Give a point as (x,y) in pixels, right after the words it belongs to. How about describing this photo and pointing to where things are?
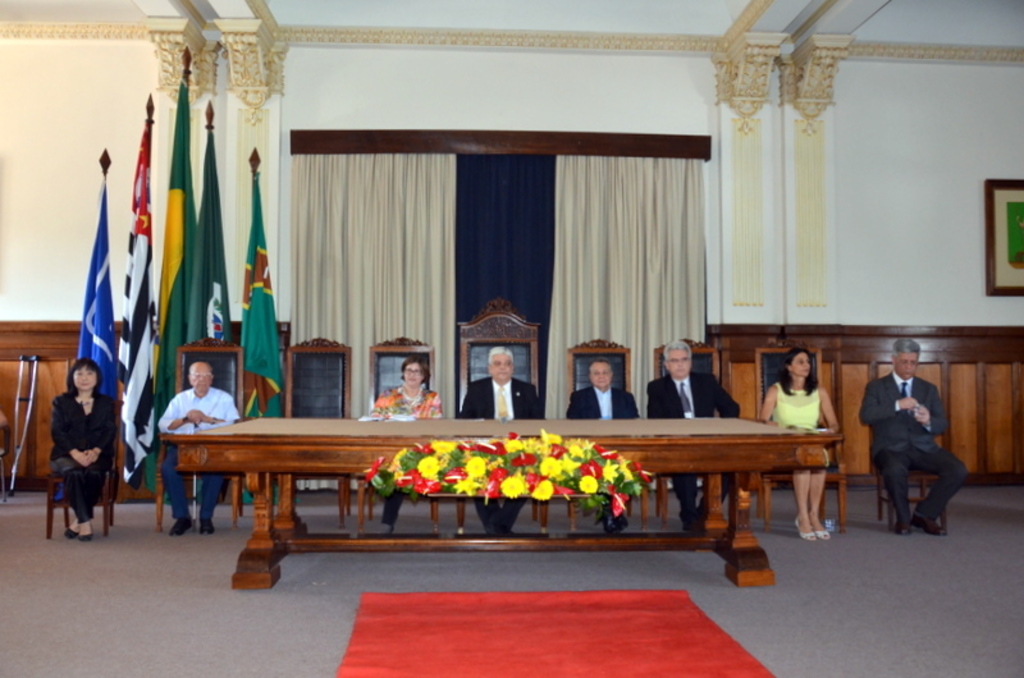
This persons (439,408) are sitting on a chair (336,413). In-front of this person (803,414) there is a table (533,429). In-front of this table (293,442) there are flowers (510,458). Backside of this person (207,422) there are flags (173,260). This is curtain (572,272). Floor (809,635) with red carpet (570,635).
